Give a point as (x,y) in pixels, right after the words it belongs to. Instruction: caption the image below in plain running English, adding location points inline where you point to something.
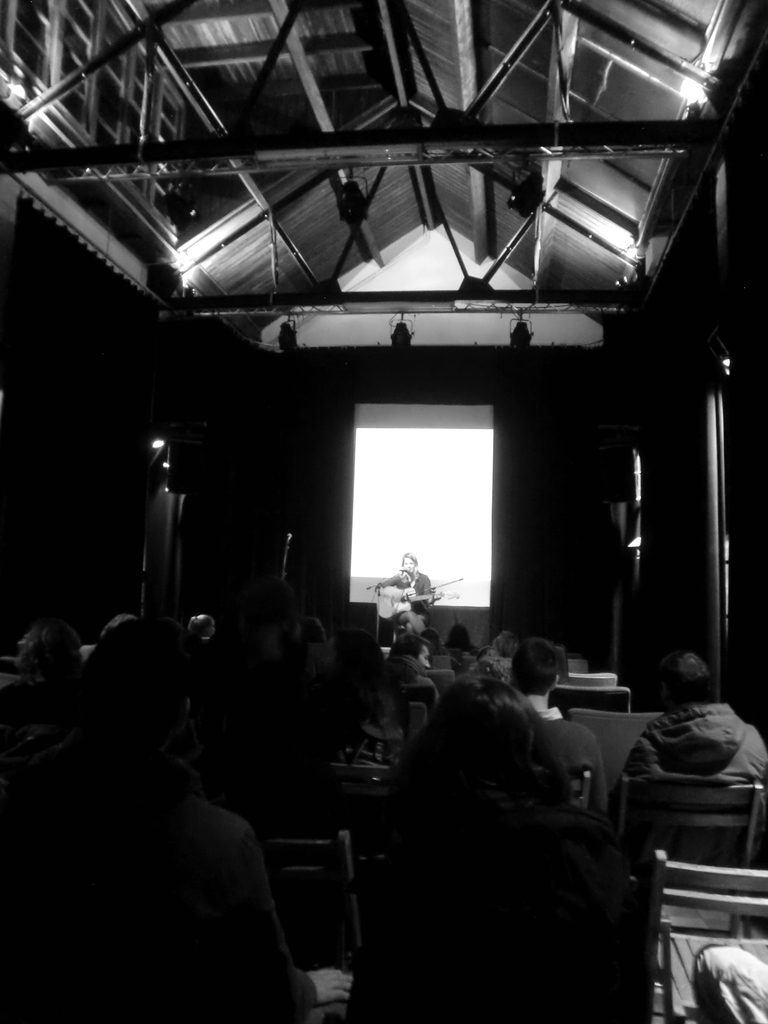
This is a black and white picture, in the back (389,584) there is a person (409,580) playing guitar (407,589) in front of the screen (388,453) and in the front (389,734) there are many people (532,840) sitting on chairs (720,867) and staring in the front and above its ceiling (297,123).
